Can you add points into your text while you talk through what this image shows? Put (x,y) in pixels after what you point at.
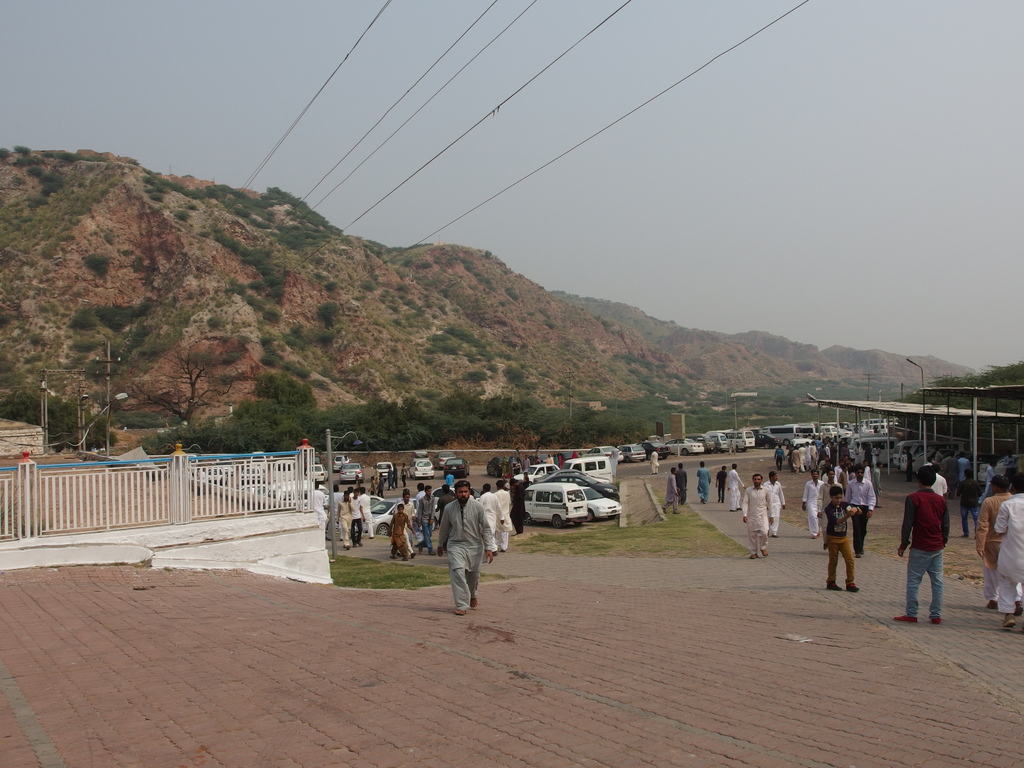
In this picture we can see a group of people (939,559) walking on the ground (723,459), shelters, poles (44,407), fence (103,473), mountains (91,250), wires (606,127), grass (660,540), trees (439,413) and in the background (455,125) we can see the sky (596,78).
